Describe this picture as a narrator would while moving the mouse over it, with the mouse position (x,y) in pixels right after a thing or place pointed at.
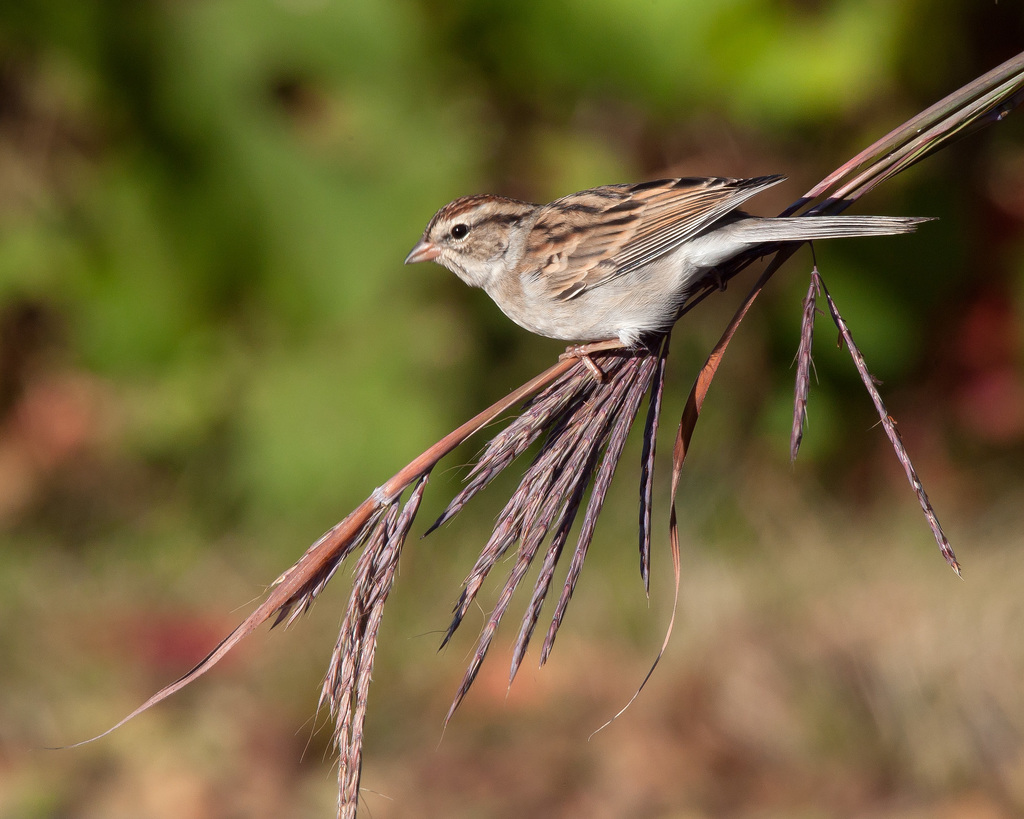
In this image we can see a bird (578,310) on a stem (580,357) of a plant (619,416).
